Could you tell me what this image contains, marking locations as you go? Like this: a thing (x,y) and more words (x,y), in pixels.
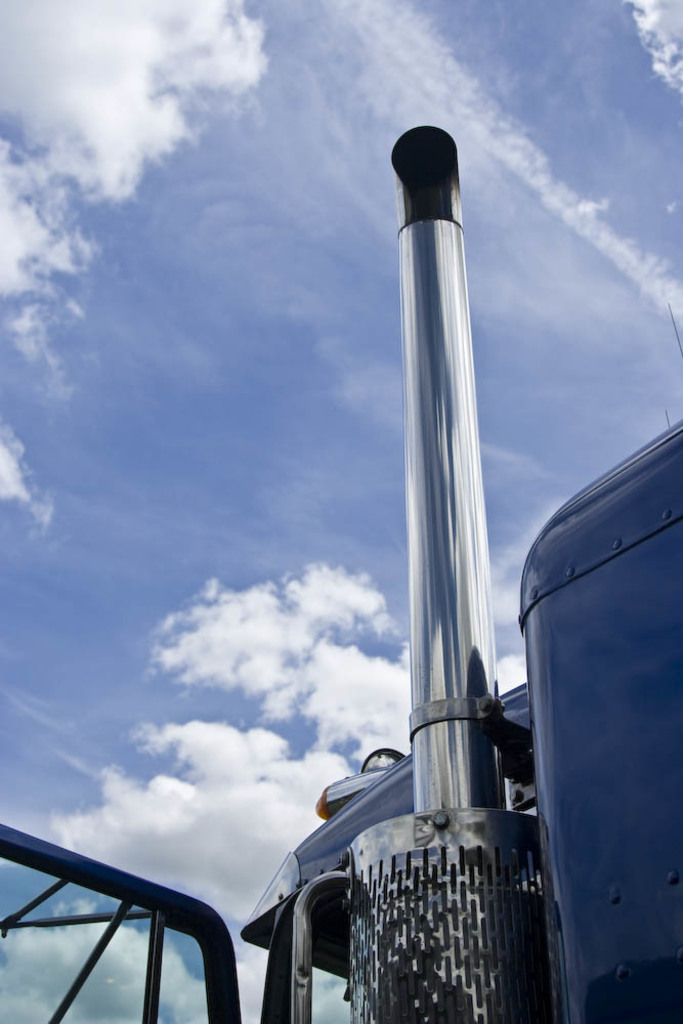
In this image, on the right side (651,763), we can see one edge (672,719) of a vehicle (618,728). In the middle of the image (423,681), we can see a metal instrument (538,827). On the left side (55,865), we can also see the metal grill (18,854) of a vehicle (209,1023). In the background (204,759), we can see a sky (296,409) which is a bit cloudy.
